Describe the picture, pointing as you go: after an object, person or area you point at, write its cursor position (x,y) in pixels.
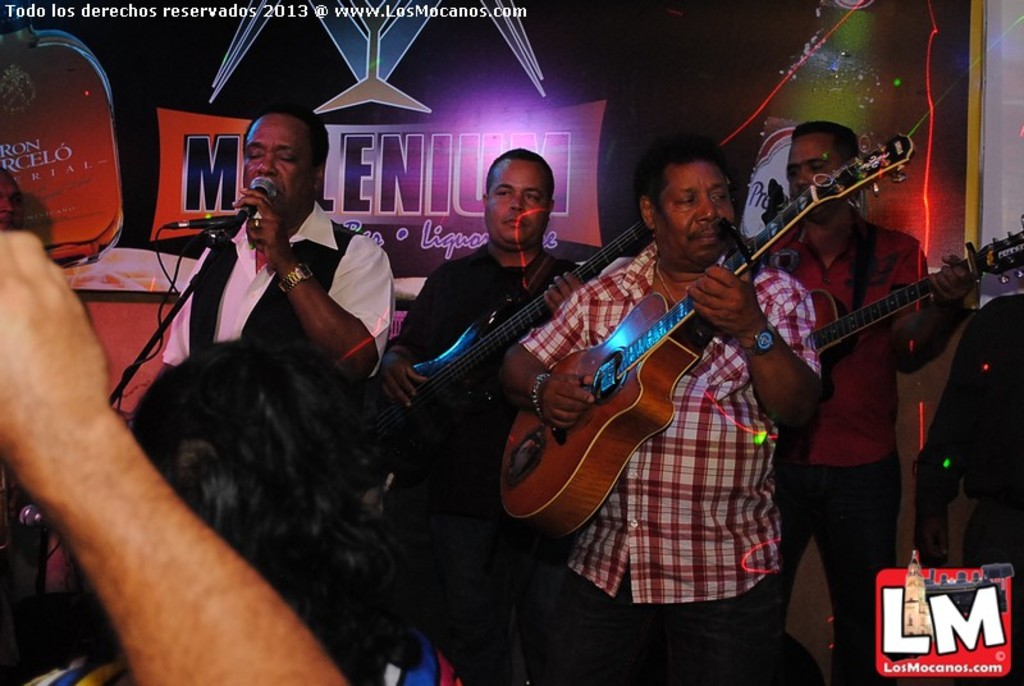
Persons (672,493) are standing playing guitar (619,402) and in the background (587,148) there is poster (569,124) and here there is building (914,588).
